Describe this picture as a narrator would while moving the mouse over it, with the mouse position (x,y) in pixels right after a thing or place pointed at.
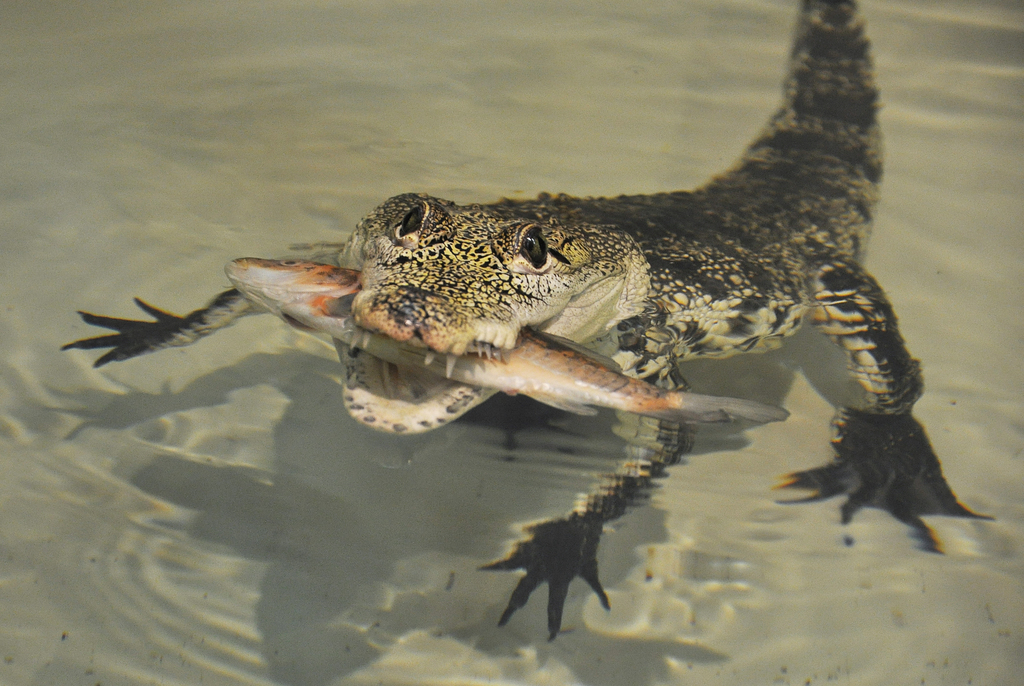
Here in the water (459,483) we can see a water animal (606,501) holding a fish (542,388) in it's mouth (363,352).
